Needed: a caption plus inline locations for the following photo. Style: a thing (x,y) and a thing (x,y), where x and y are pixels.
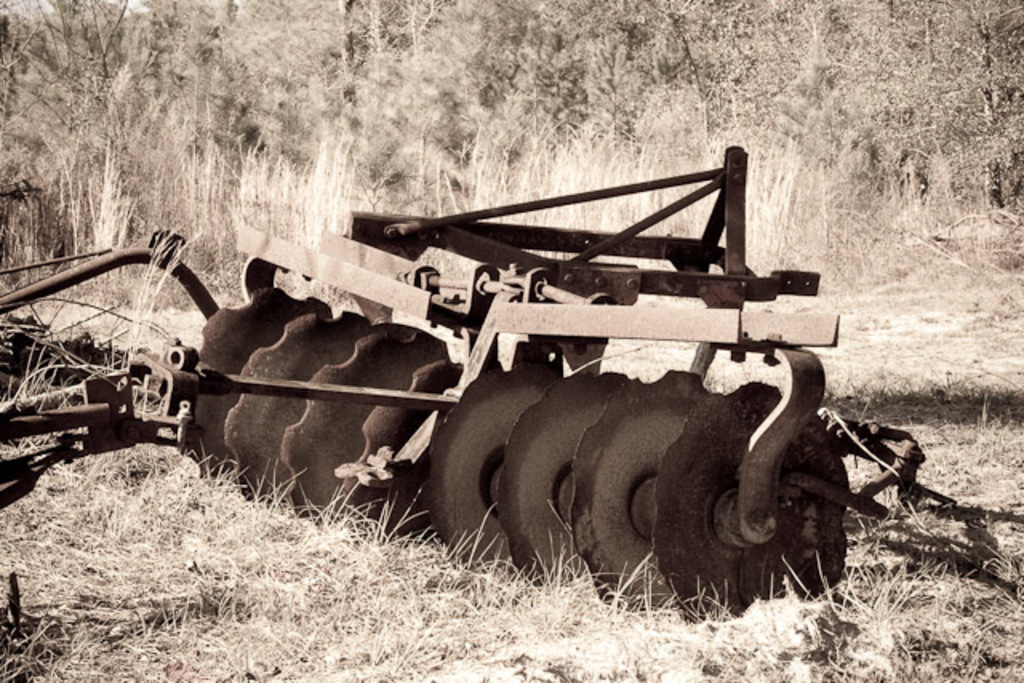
In this picture I can see a machine (531,520) and I can see grass (287,632) on the ground (13,678) and few trees (576,108) in the back (89,52).
